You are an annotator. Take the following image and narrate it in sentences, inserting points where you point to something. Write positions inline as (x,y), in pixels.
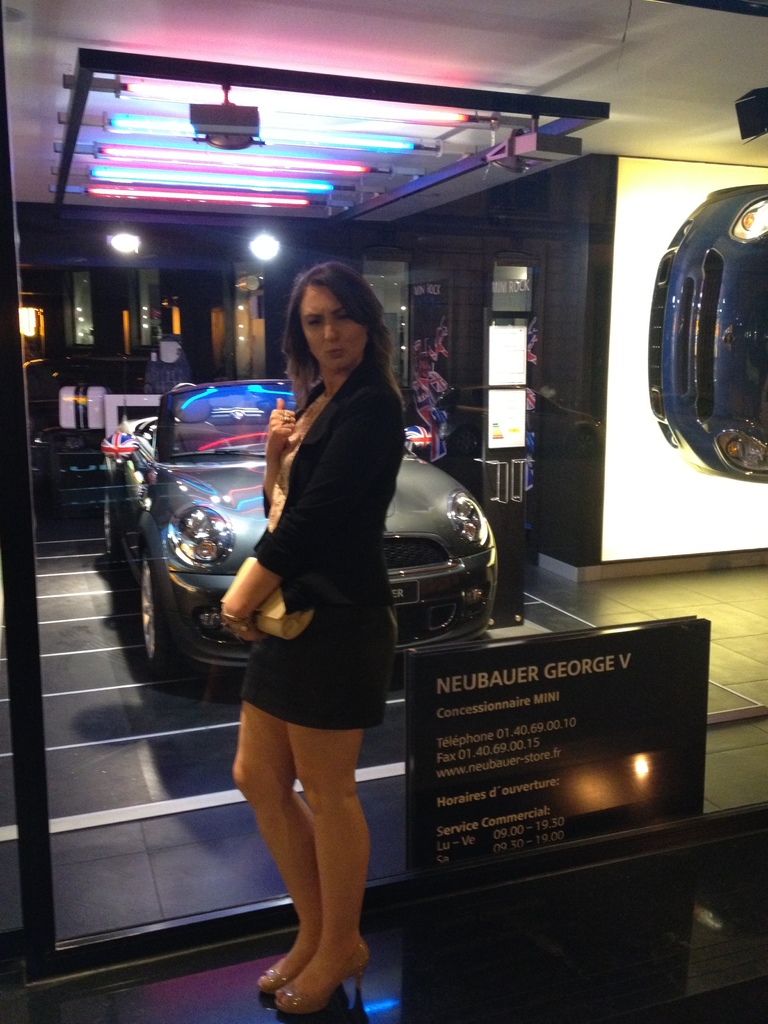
In the picture I can see a woman (359,406) standing on the floor (601,993) and she is holding a handbag (271,598). I can see the glass door (140,744) and there is a car (128,522) on the floor (97,664). There is a decorative lighting arrangement (296,122) on the roof (149,141). I can see the board (580,830) with specifications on it on the floor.
